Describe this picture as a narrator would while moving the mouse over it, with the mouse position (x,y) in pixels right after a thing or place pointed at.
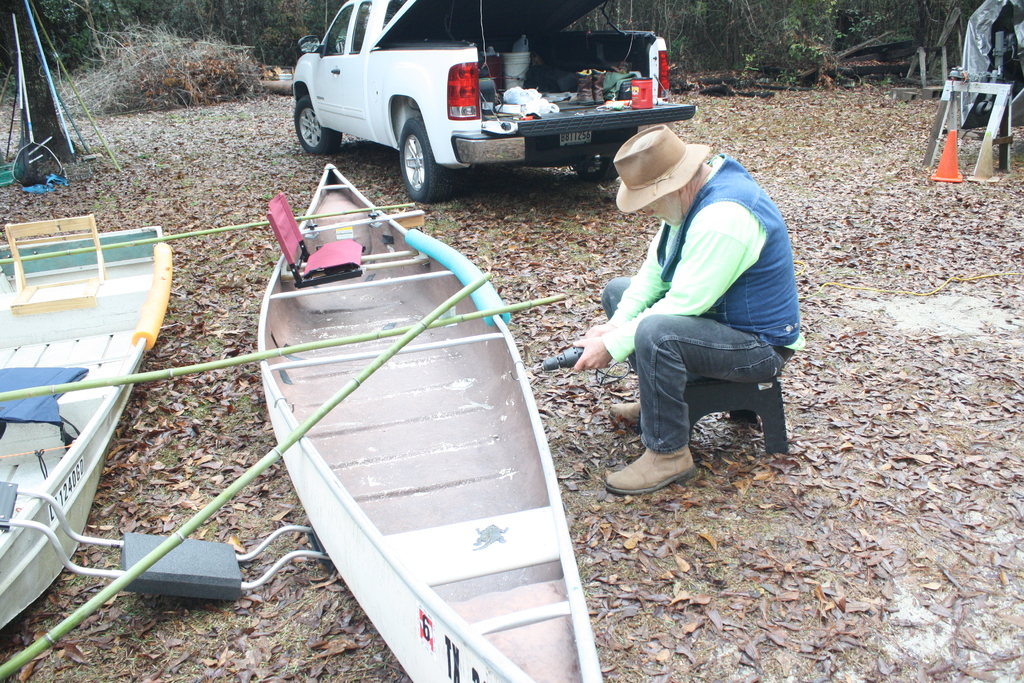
In this picture we can see boats (48,338), sticks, stool (712,378), traffic cones (956,177), vehicle (402,94), trees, person (687,294) wore a cap (647,133), shoes (624,408) and dried leaves (774,145) on the ground (906,134) and some objects (507,75).
